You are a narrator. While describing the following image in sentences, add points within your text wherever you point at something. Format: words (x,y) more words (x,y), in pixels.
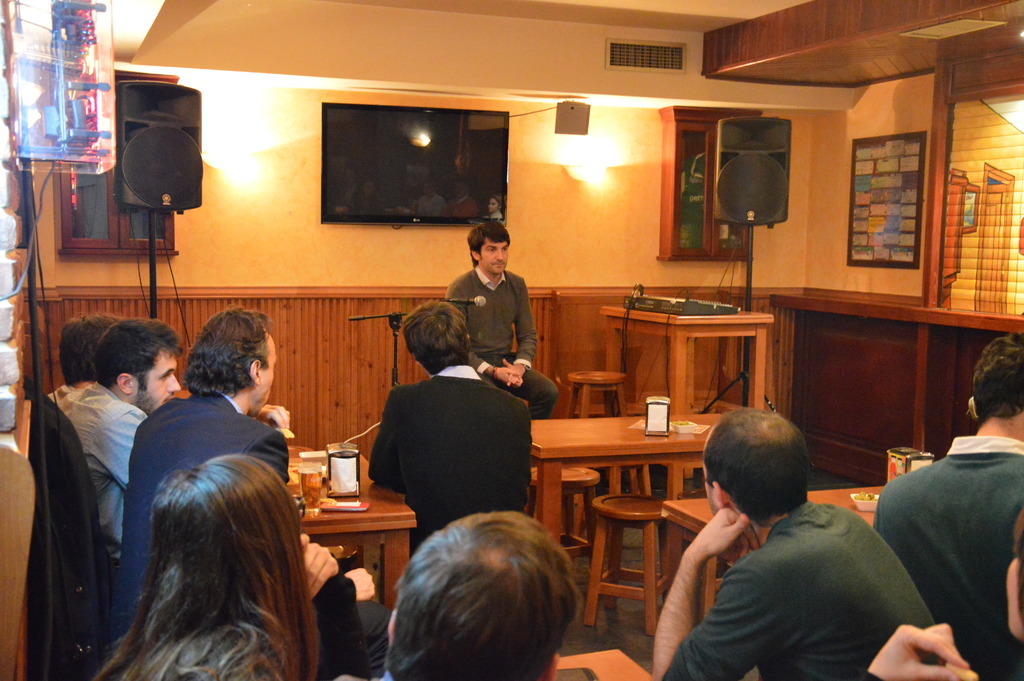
In this image we can see people (531,618) sitting on chairs (343,544). There are tables (592,434). In the background of the image (318,106) there is wall (267,273). There are speakers (148,141), TV (472,141), windows (98,246). At the top of the image (486,59) there is ceiling (887,34). At the bottom of the image (615,643) there is floor (598,635).
